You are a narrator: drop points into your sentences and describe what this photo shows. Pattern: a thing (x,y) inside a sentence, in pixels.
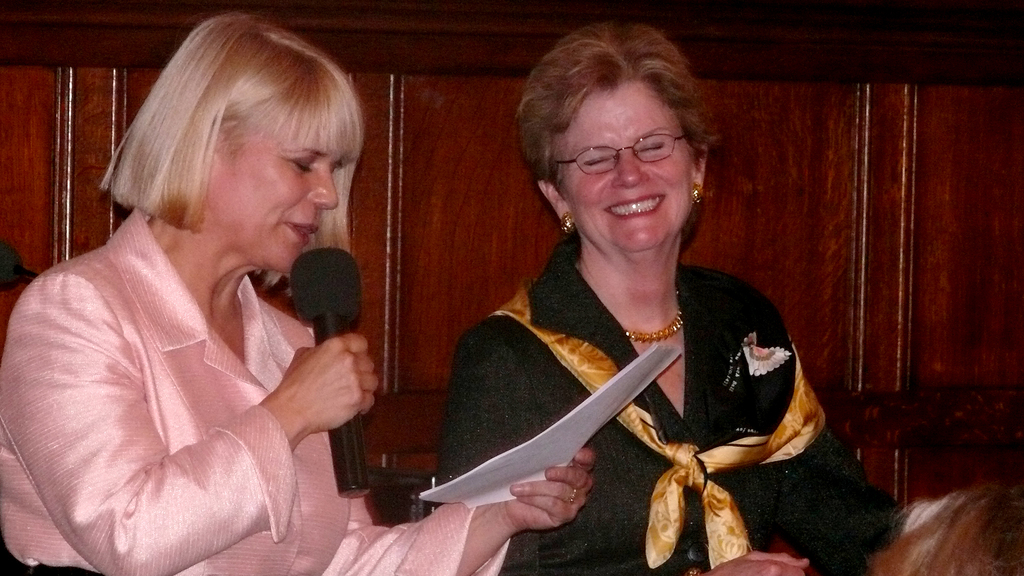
A woman (154,342) in the left (154,342) is holding mic (307,301) and a paper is speaking. A woman (582,371) on the right (695,317) wearing specs (655,150), earrings (565,222), chain (668,327) and a scarf (688,452) is smiling. In the background (449,160) there is a wooden wall (449,160).
